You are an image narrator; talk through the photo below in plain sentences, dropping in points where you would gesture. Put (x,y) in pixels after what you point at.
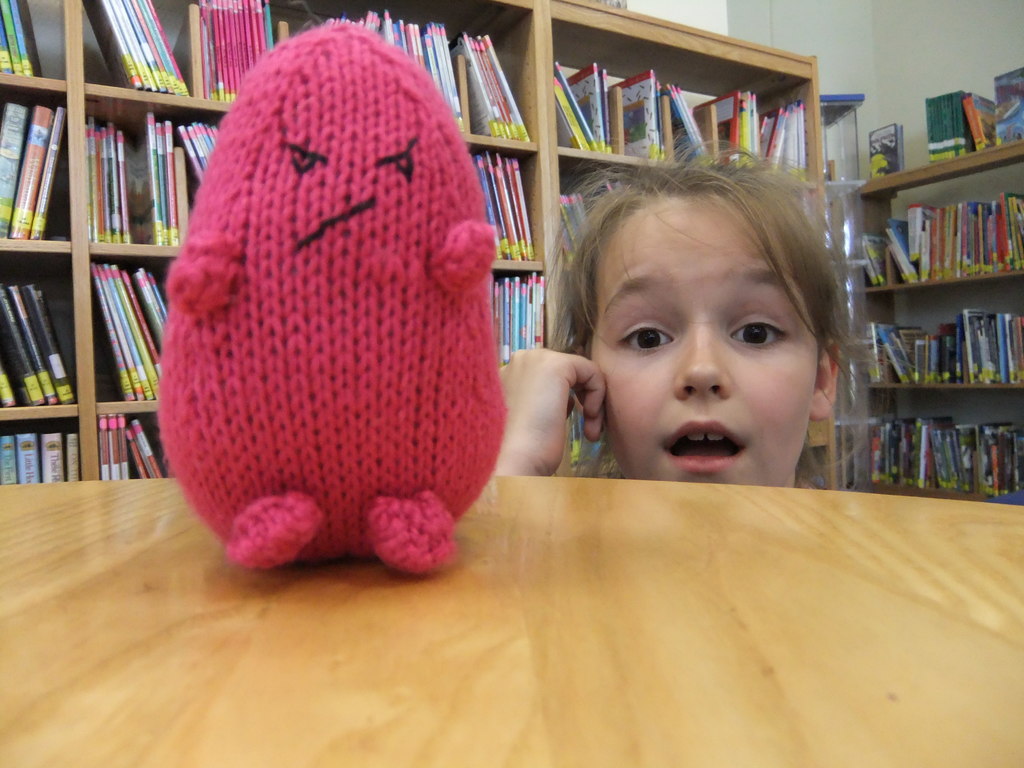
In this picture, we see a pink color toy (384,232) which is knitted from the wool (427,336) is placed on the wooden table (557,600). Beside that, we see a girl (596,383) is looking at the camera. Behind her, we see many racks (870,231) in which many books (103,138) are placed. In the background (926,63), we see a wall (933,39) which is white in color.
